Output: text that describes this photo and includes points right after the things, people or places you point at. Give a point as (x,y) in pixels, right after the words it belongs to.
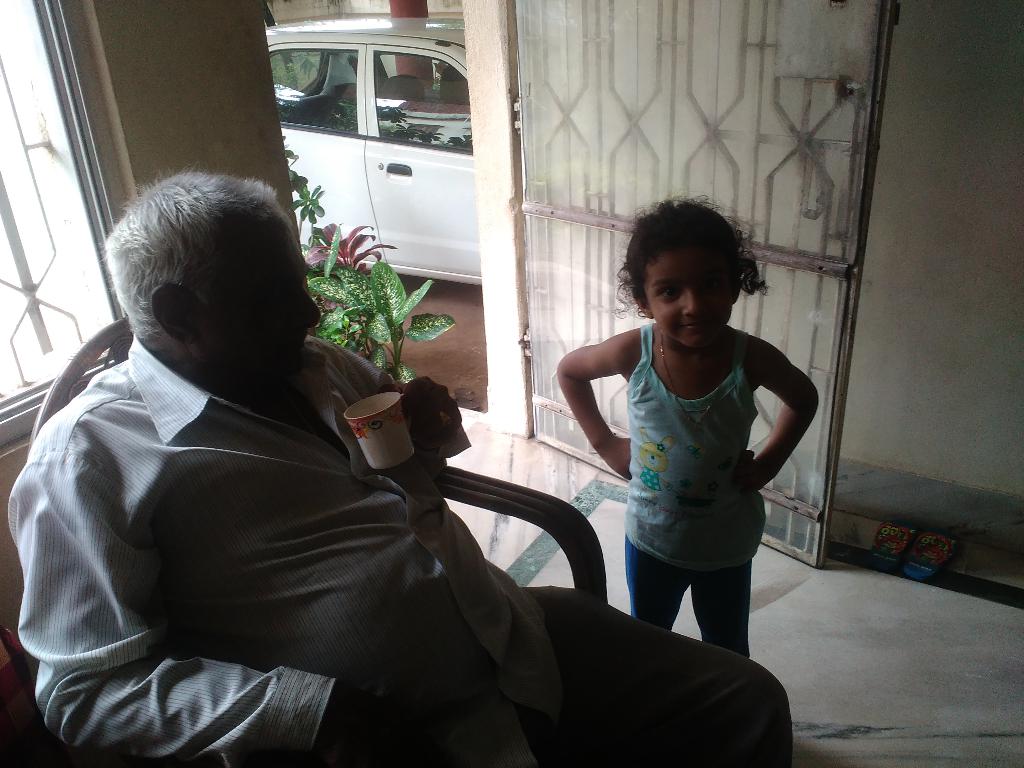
In this image, a girl (718,536) is standing near the chair (568,545). A human (364,533) is sat on that chair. He is holding a cup (383,428) in his hand (427,412). On right side (864,493), we can see slippers (892,557), floor (865,639), cream color wall (957,408). Glass door (804,204) in the middle (371,309), car (435,193), some plants (387,317). Left side (148,148), we can see glass window (82,313) and wall (124,154).
